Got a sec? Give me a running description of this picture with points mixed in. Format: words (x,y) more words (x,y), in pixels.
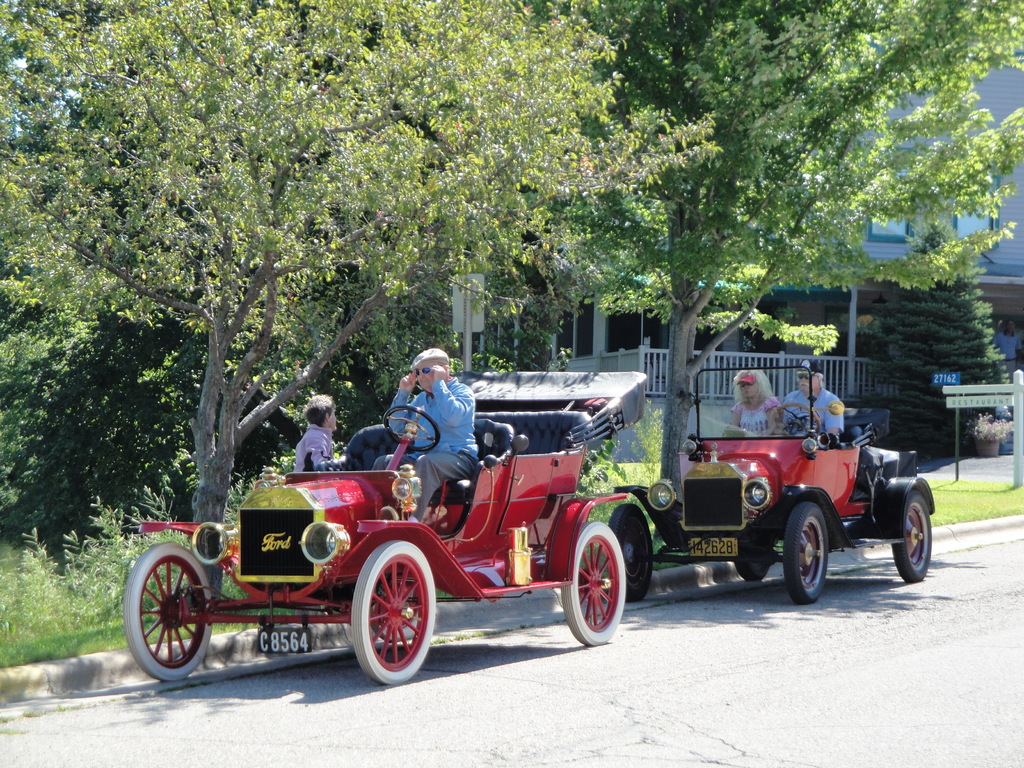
In this image in the center (458,512) there are some vehicles (712,497), and in the vehicles (824,461) there are some persons (838,428) sitting. And in the background (508,135) there are some buildings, trees (637,293) and on the right side (956,405) there are some boards (970,405) and pole (965,388) and in the center (472,314) I can see some poles (468,337) at the bottom (430,650) there is road (599,714) and grass (108,601).
